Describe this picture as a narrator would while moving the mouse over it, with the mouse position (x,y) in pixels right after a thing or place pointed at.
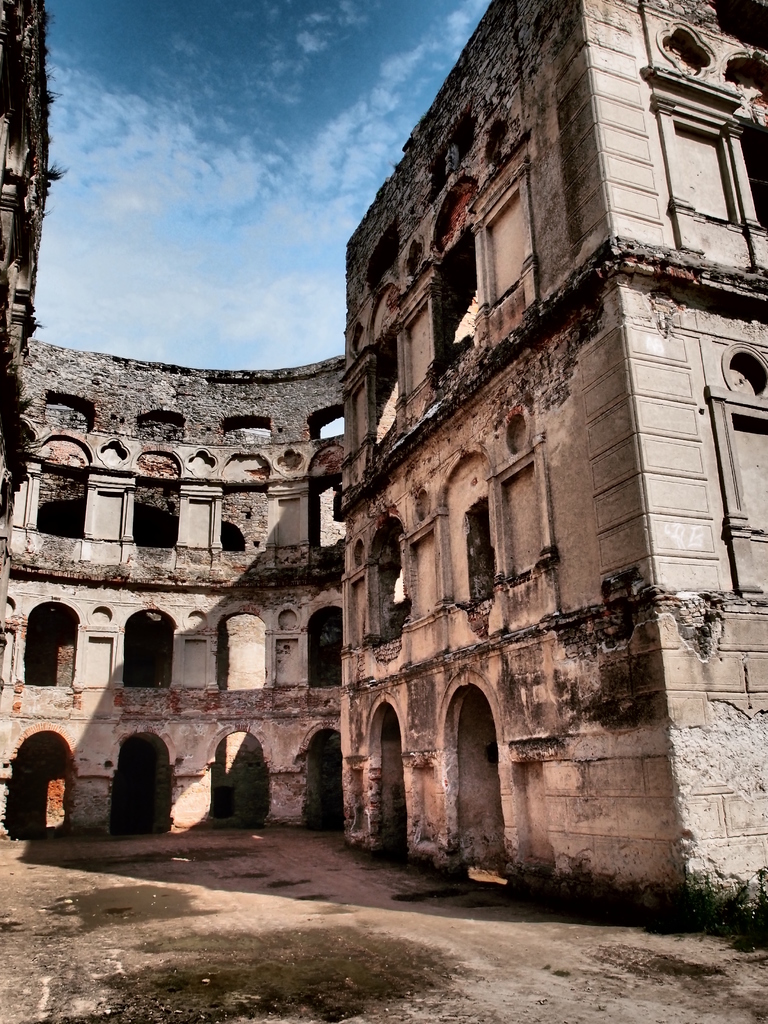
In this picture I can see a building (114,596) and cloudy sky (123,198).
